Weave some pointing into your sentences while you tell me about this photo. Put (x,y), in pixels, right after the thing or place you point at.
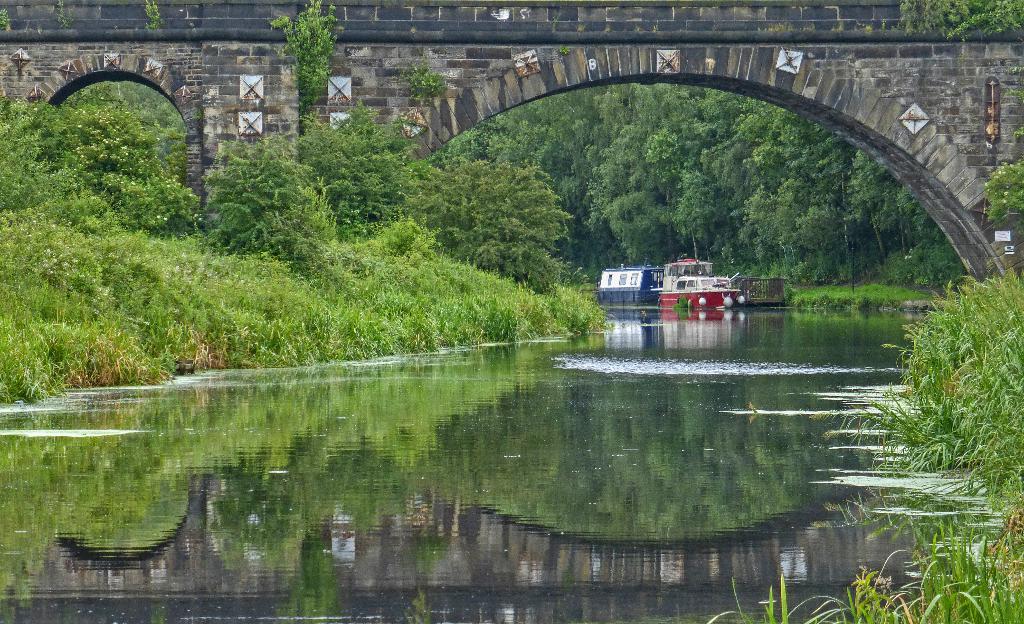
In this picture, those are looking like boats (664,301) on the water (639,322). In front of the boats (654,281) there is a bridge (760,61). Behind the boats (620,292) there are trees (636,186) and grass (966,369).
